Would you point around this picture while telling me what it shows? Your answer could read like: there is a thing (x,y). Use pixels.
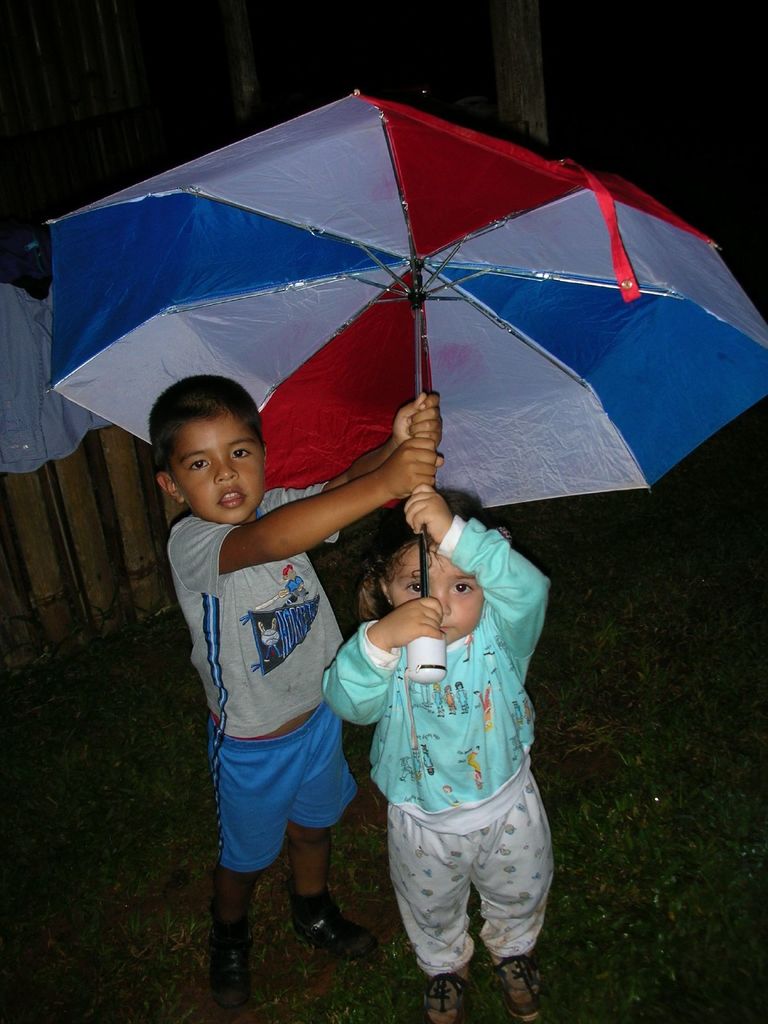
Here we can see a boy (196,398) and a girl (430,685) are standing on the ground (398,978) by holding an umbrella (303,423) with their hands (413,478) on them. In the background (62,509) we can see a cloth (65,445) on an object (72,487), wooden pole (246,72) and some other objects (15,74).
